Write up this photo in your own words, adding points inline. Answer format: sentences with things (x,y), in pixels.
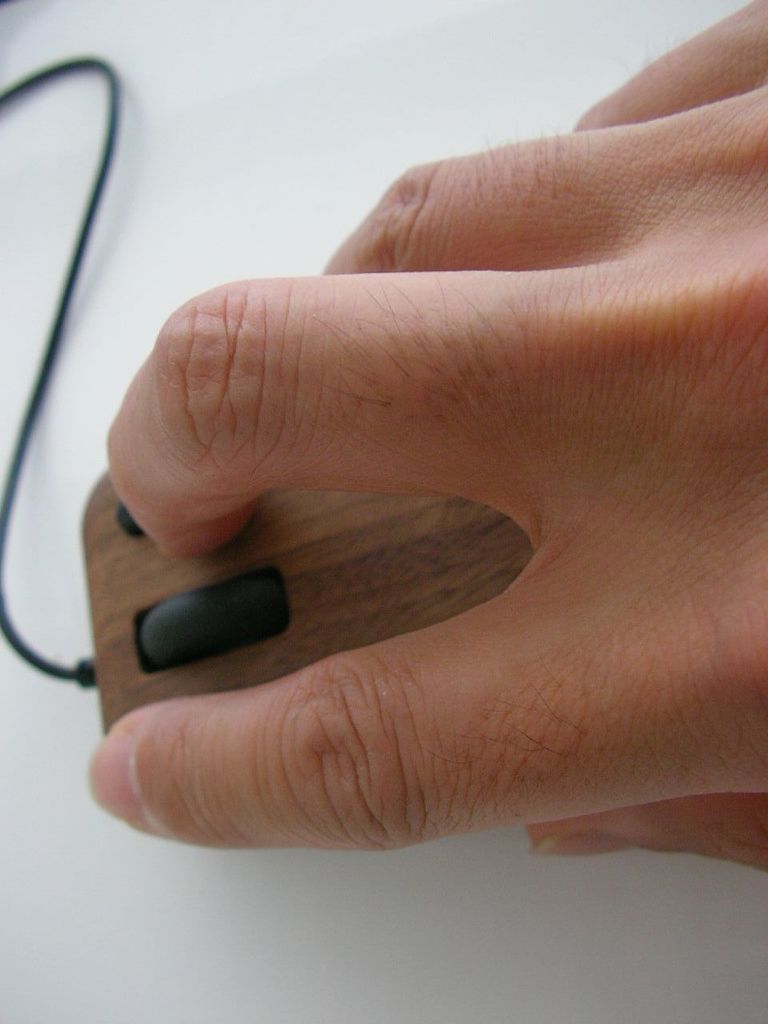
In this image there is a person's hand (308,444) visible. He is holding a mouse (315,566) which is on a surface (218,167).
